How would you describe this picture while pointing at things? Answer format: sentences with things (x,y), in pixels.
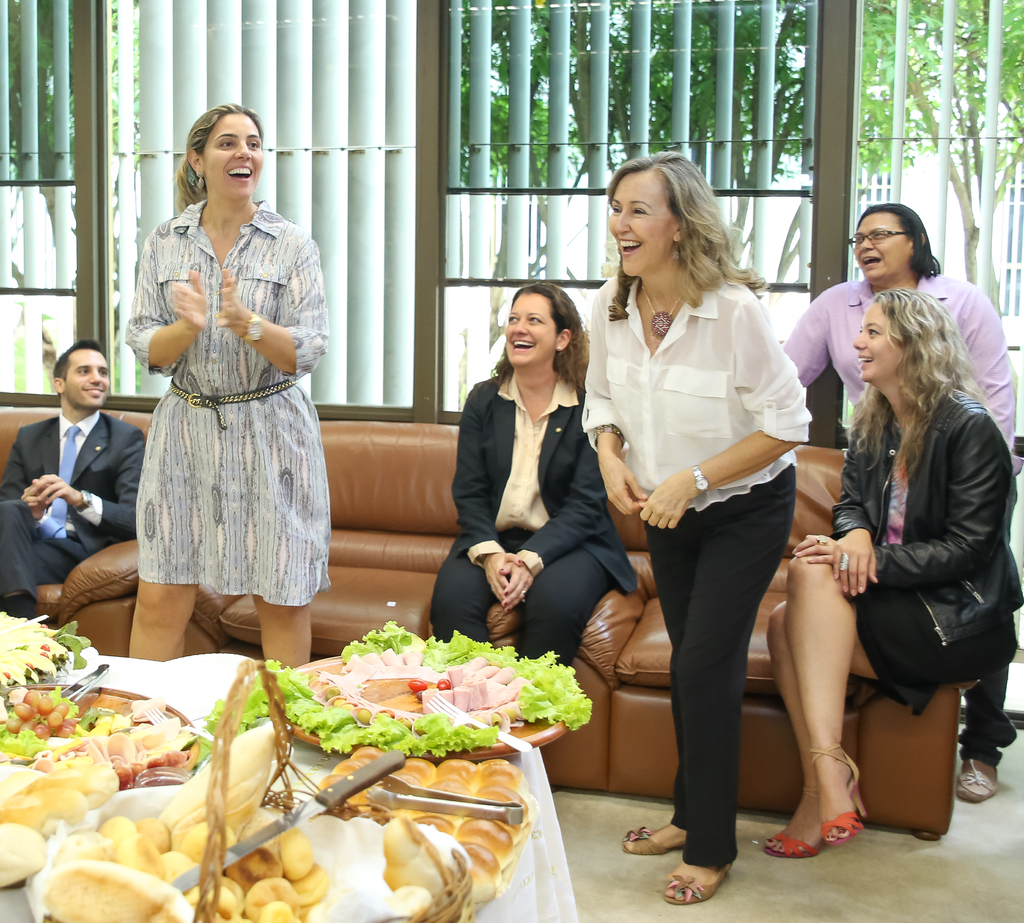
In this image I can see the group of people (521,362) with different color dresses (213,460). I can see few people (506,426) are sitting on the couches (368,596) and few people (211,447) are standing. In-front of these people (180,515) I can see the plates (60,758) and basket (219,867) with some food items (75,788). These are on the table (196,716). In the background (391,304) I can see many trees (506,171) and the railing (768,107).
